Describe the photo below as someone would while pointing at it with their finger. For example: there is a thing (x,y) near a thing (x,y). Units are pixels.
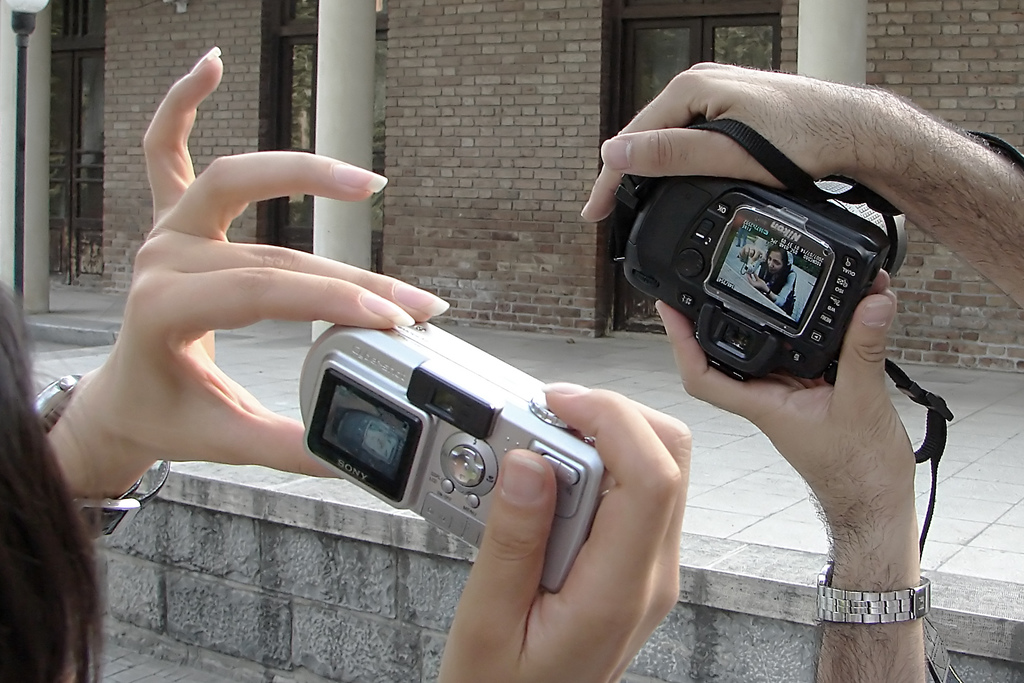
In this image we can see two persons (561,643) and both are holding cameras (838,291). There is a house (418,61) and it is having three doors (648,56). There is a lamp (22,19) in the image.
